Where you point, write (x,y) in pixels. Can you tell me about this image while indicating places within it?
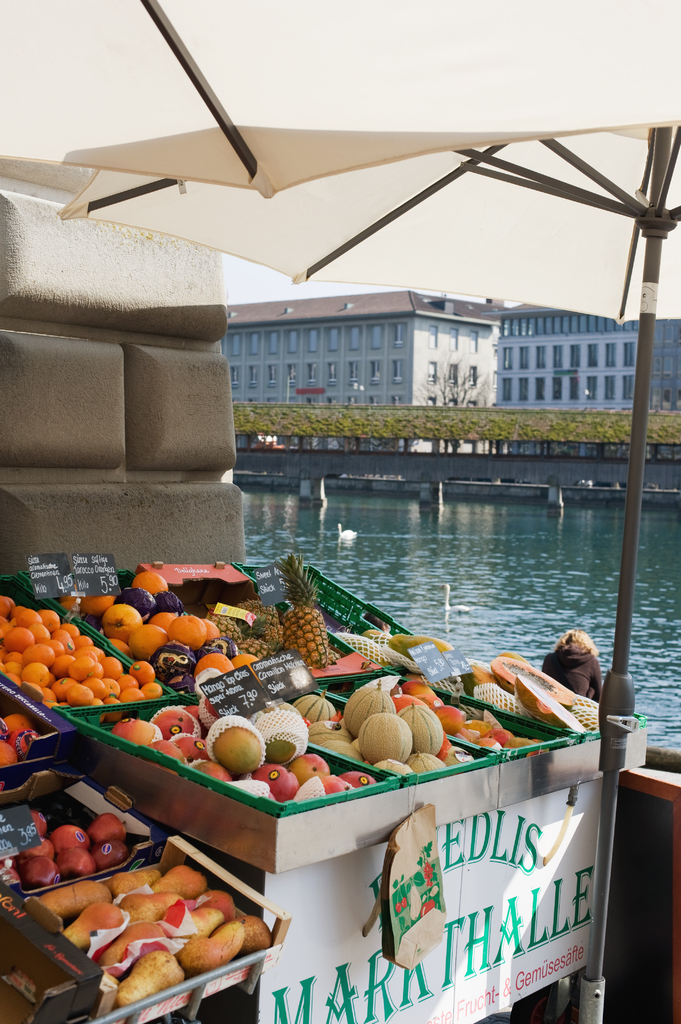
In the image we can see different varieties of fruits (280,773) kept in the tray (67,809). Here we can see the poster (503,843) and text (487,827) on the poster (487,827). Here we can see the tent pole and the water (503,560). Here we can see the buildings (418,355) and windows (331,369) of the buildings (338,347). We can even see the swans (344,536) in the water (415,523). Here we can see plants (507,427) and the sky (256,289).
